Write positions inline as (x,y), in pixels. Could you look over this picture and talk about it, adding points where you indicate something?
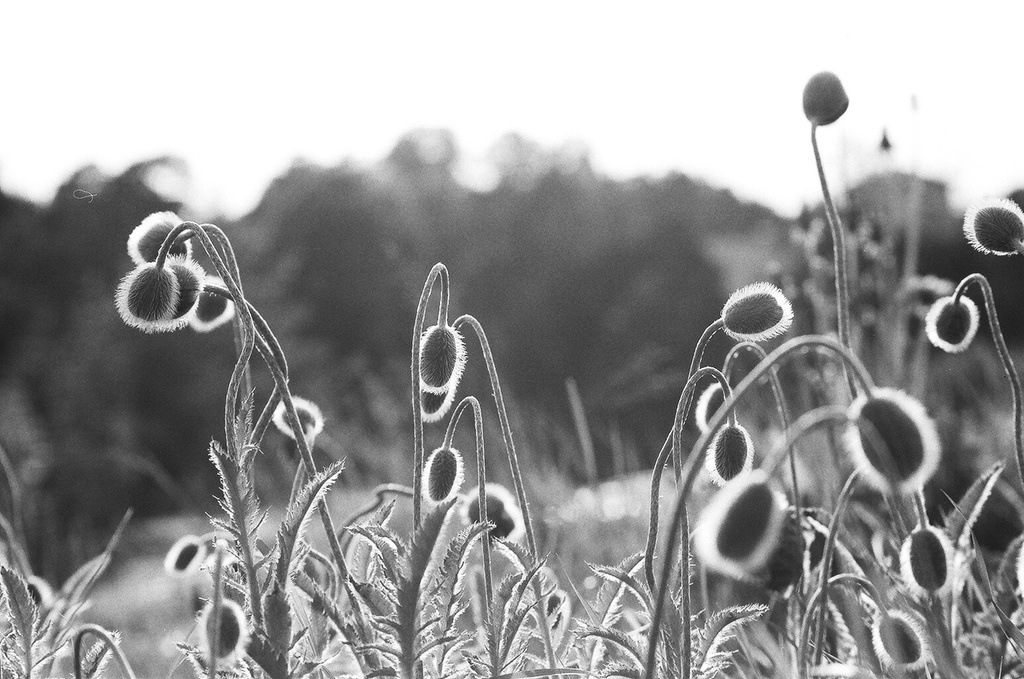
This is a black and white image where we can see plants (313,555). The background of the image (84,359) is blurred.
